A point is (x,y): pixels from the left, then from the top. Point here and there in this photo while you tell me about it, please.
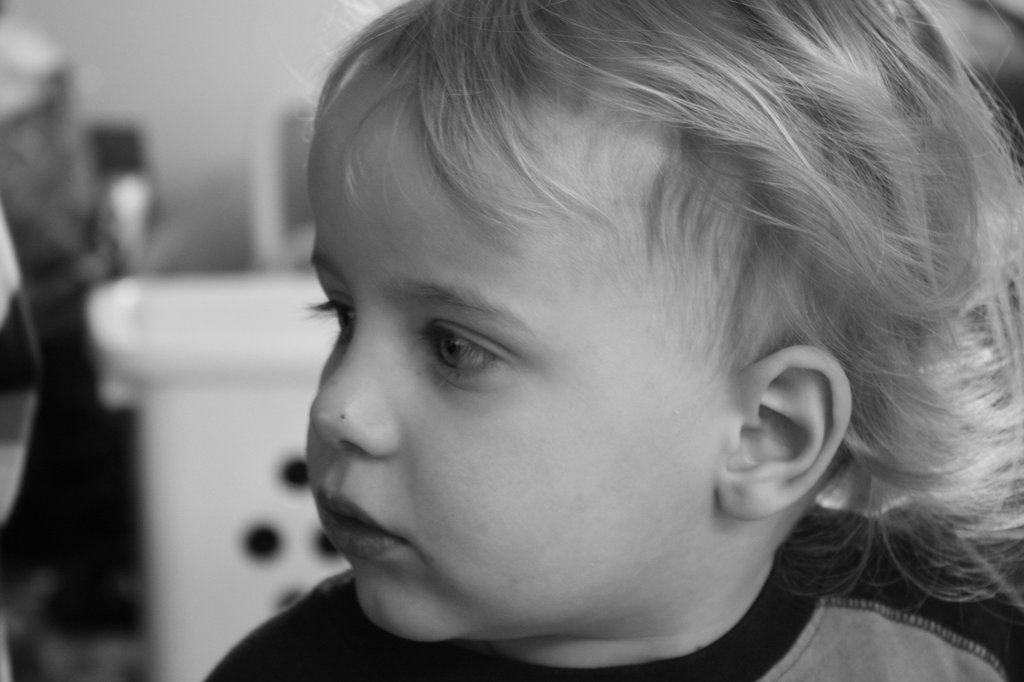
In this image we can see a black and white picture of a children (455,410).
